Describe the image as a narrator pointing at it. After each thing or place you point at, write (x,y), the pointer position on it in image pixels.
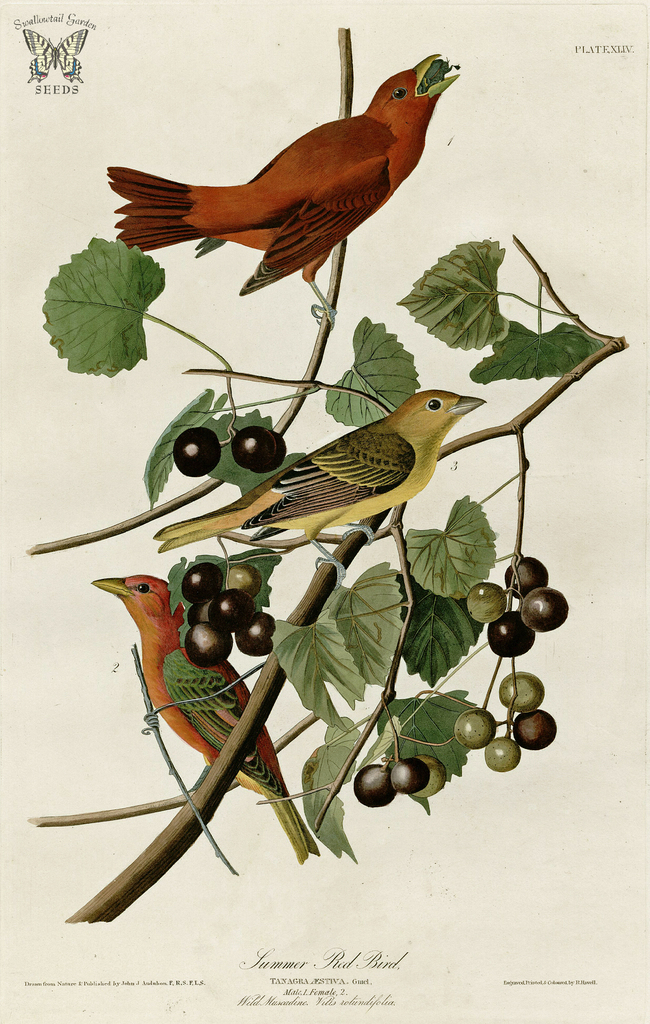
In this picture I can see a poster (408,188), where there are birds (342,219) standing on the branches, there are leaves (454,662), these look like fruits (532,685), and there are words (260,1002) and a symbol (52,60) in the poster (123,180).
